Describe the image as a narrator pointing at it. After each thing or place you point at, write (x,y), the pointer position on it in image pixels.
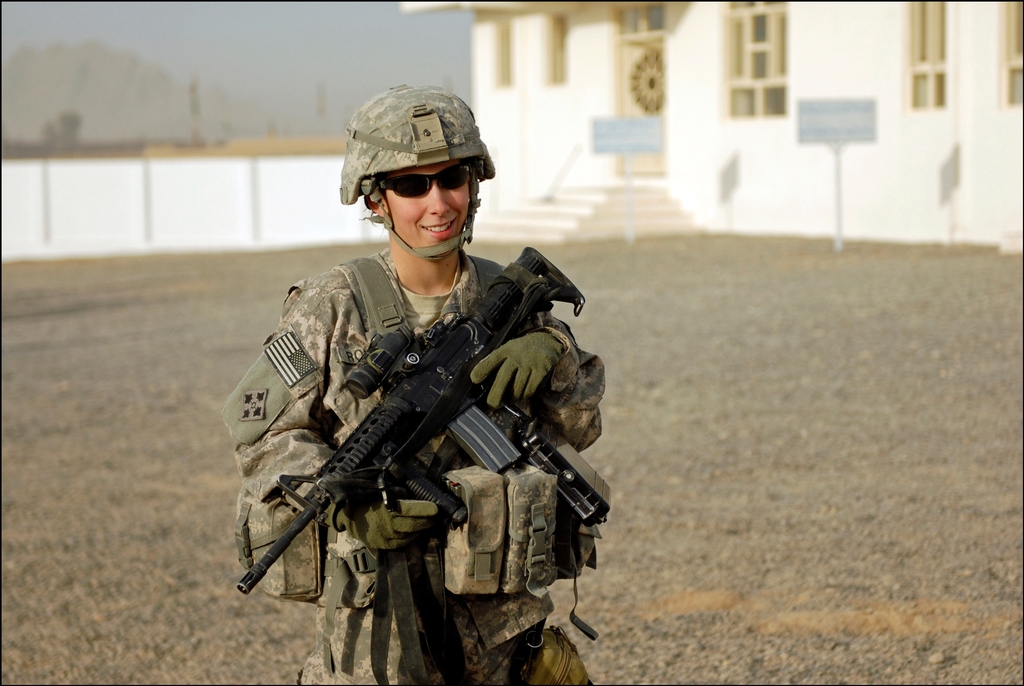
In this image there is a person (428,268) standing holding a gun (415,495) and having smile on face (427,227) wearing a military dress (407,317) and military helmet (397,149). In the background (471,101) there is a building (671,67) which is white in colour and there are two boards (651,126) with some text (836,127) written on it.
